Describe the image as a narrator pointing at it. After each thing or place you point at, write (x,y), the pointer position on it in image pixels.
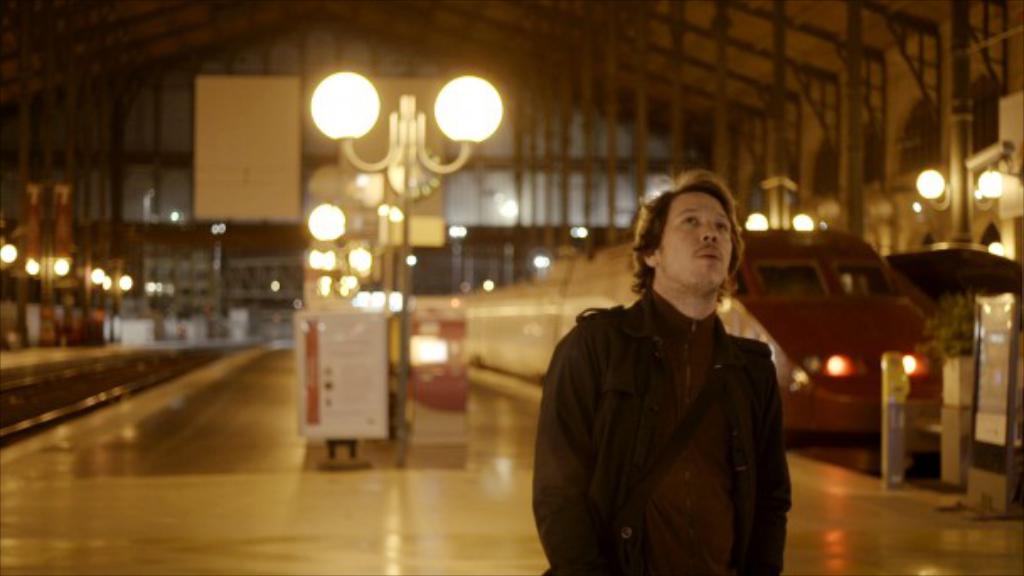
In this picture there is a person (666,426) wearing black jacket (642,450) is standing and there is a train (785,319), few lights (409,154) and tracks (133,371) behind him.
